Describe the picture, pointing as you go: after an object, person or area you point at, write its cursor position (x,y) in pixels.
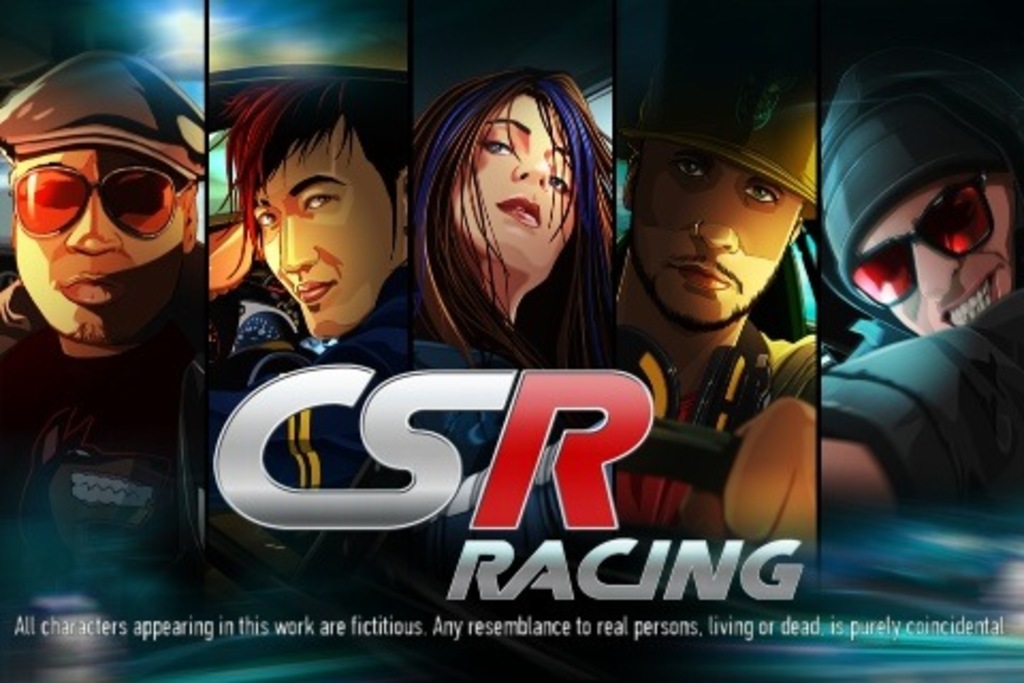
In this image from left to right all these are cartoon character (383,167).
